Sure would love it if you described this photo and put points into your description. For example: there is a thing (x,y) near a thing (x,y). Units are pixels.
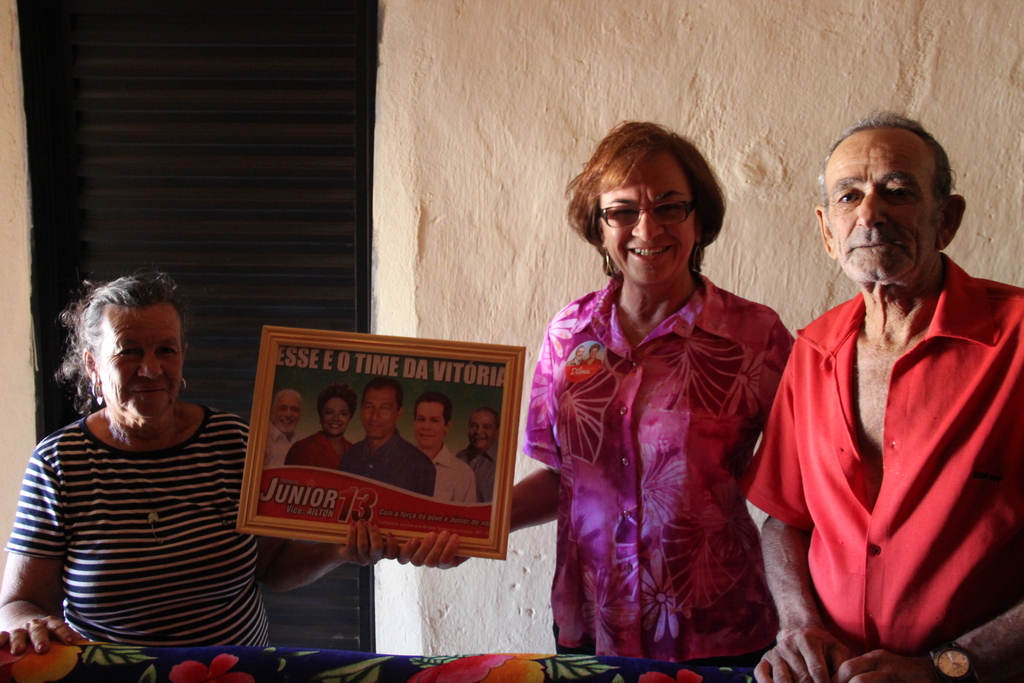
On the left side (154,498), there is a woman (169,518), holding a photo frame (285,356) and smiling. On the right side (718,629), there is a woman (689,614) in a pink color shirt (601,335), smiling and holding that photo frame (482,472). Beside her, there is a person (918,394) in a red color shirt (890,504), placing a hand (784,637) on the cloth (305,666). In the background (753,120), there is a wall (387,78) and a door (251,173).
